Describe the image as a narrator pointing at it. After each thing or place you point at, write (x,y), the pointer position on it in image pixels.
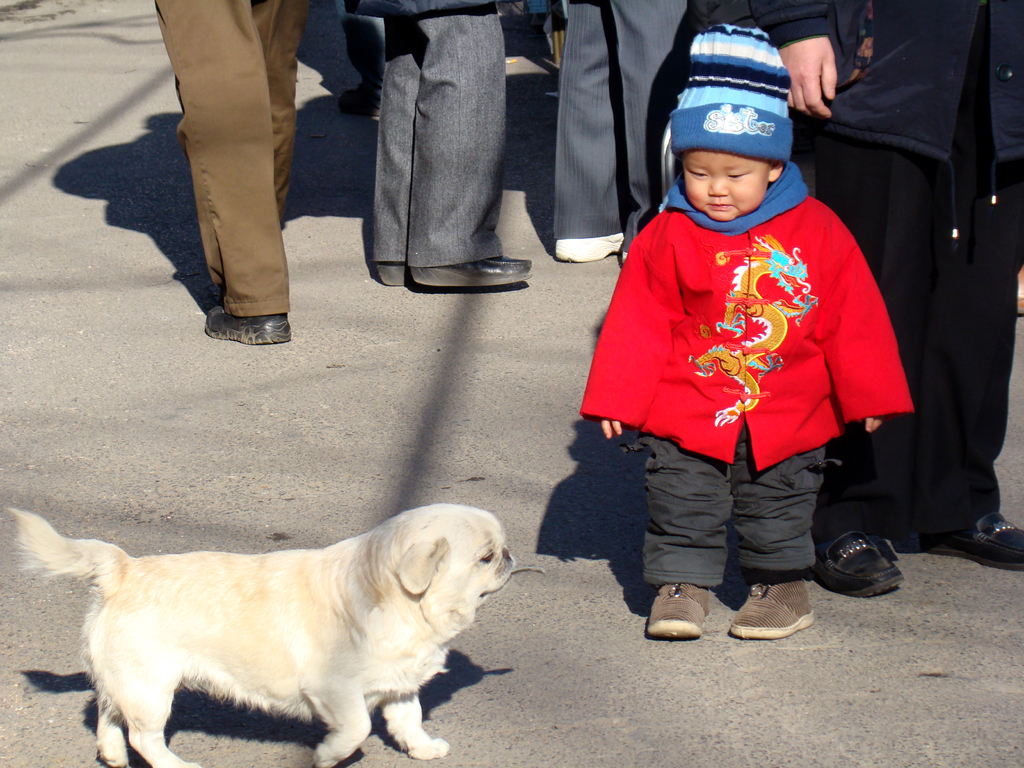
In this picture, I see a dog (490,519) and child (714,565) and some people's feet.
